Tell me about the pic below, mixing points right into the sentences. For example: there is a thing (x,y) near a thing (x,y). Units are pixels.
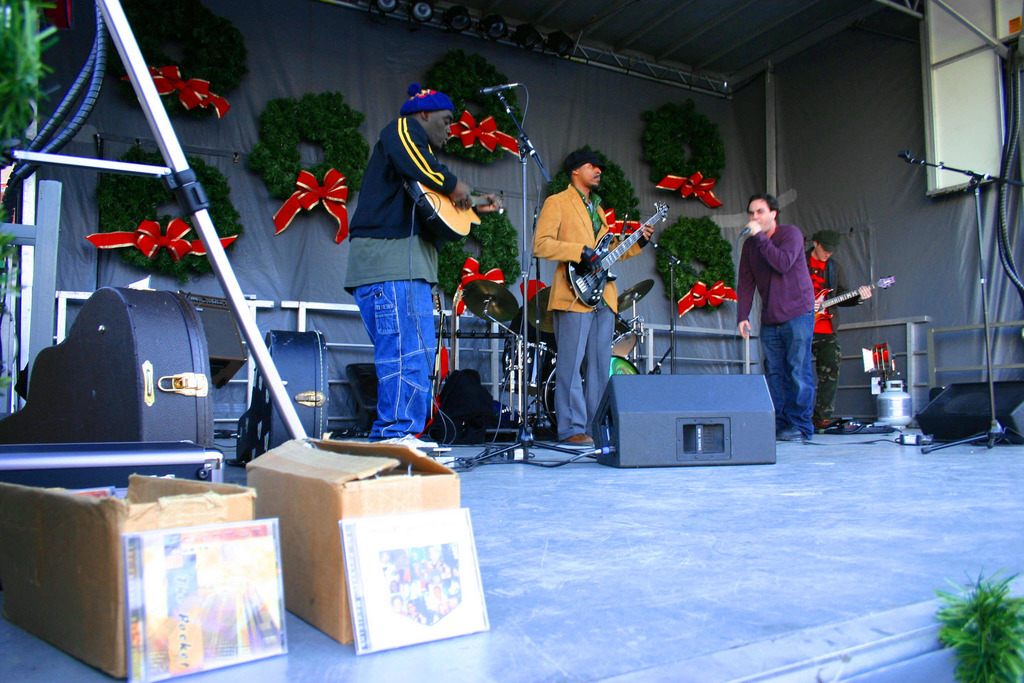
In this image there are four men (795,386) standing on the stage (736,552), there is a man (772,392) holding a microphone (750,230) and singing, there are three men (404,248) playing musical instruments (824,291), there are stands (524,271), there are microphones (504,85), there are wires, there is a cloth (542,154) behind the men (378,302), there are objects (316,140) on the cloth (612,146), there is a roof (734,23) towards the top of the image (725,22), there are lights (422,18), there are objects (179,551) on the stage (597,431), there is an object (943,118) towards the right of the image (1006,157), there is a window (971,69) towards the top of the image (972,118), there is an object (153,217) towards the left of the image (22,88), there is an object (990,633) towards the bottom of the image (1001,629).
